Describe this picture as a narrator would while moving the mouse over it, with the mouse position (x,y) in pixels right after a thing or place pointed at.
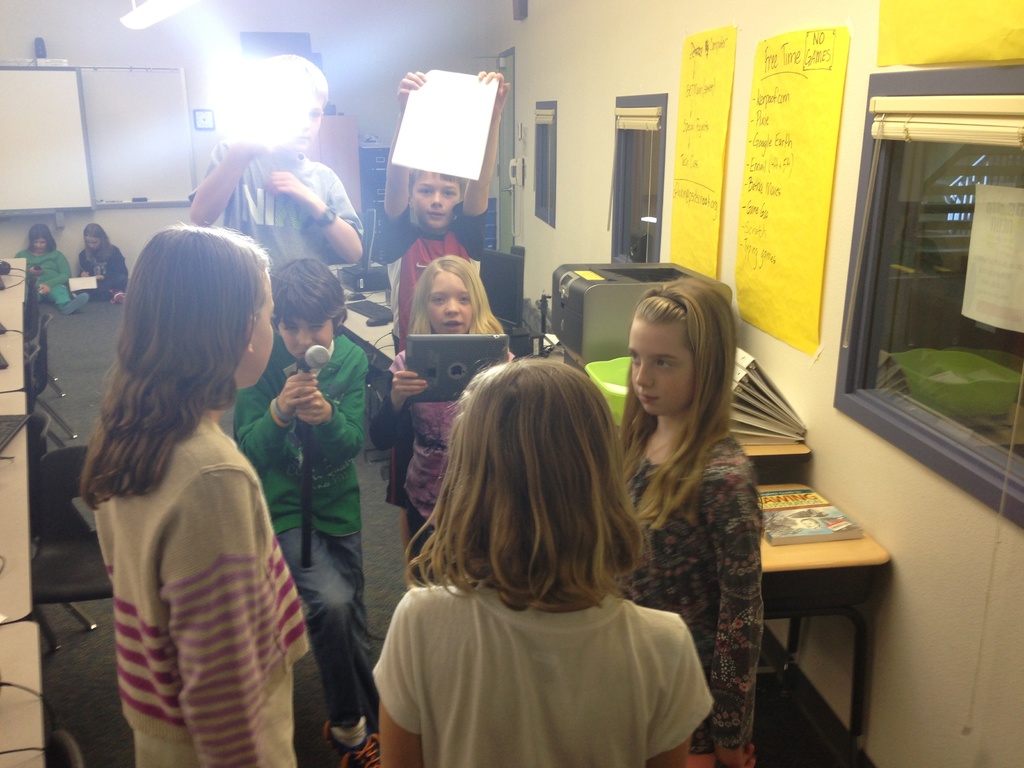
There are group of people (550,440). One of them holding camera (435,352), one is holding mic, and remaining are acting. In the background (254,118), there is a light (274,103), white paper (442,137), wall (594,117), window (633,175) made up with glass (646,184), white board (93,119), screen (43,145), two girls (37,250) are sitting, chairs (40,331), tables (11,285) and the floor (86,345).
